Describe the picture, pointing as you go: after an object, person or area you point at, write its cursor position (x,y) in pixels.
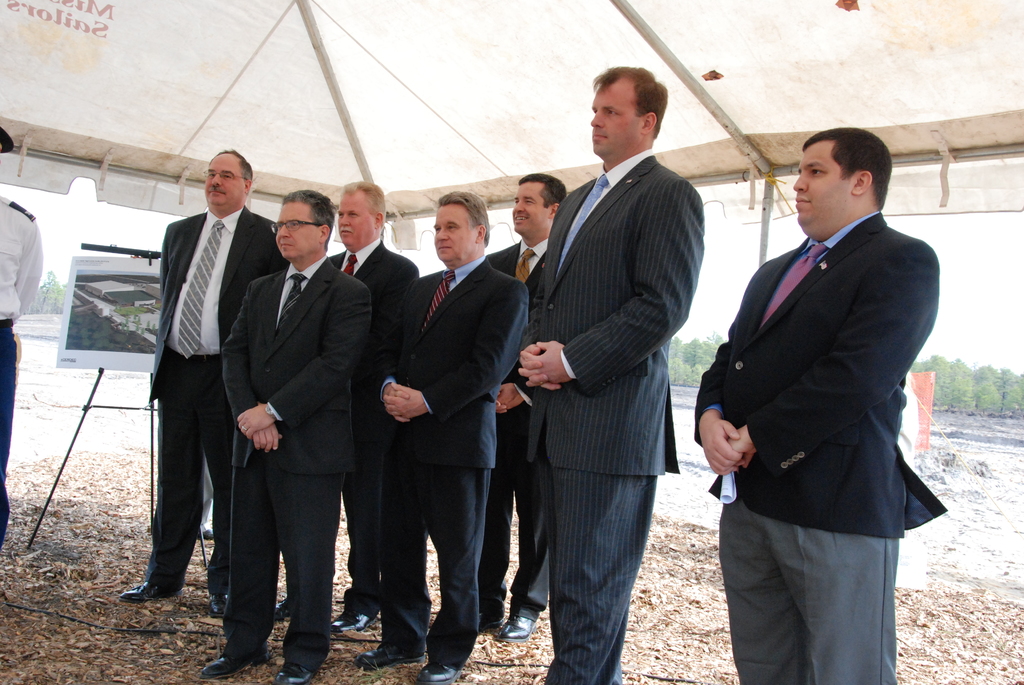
In this picture we can see a group of people (530,304) standing under a tent (509,198), there is a picture frame (102,363) on a stand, there are few leaves (126,606), few trees (951,366) and a wire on the ground (184,627).
